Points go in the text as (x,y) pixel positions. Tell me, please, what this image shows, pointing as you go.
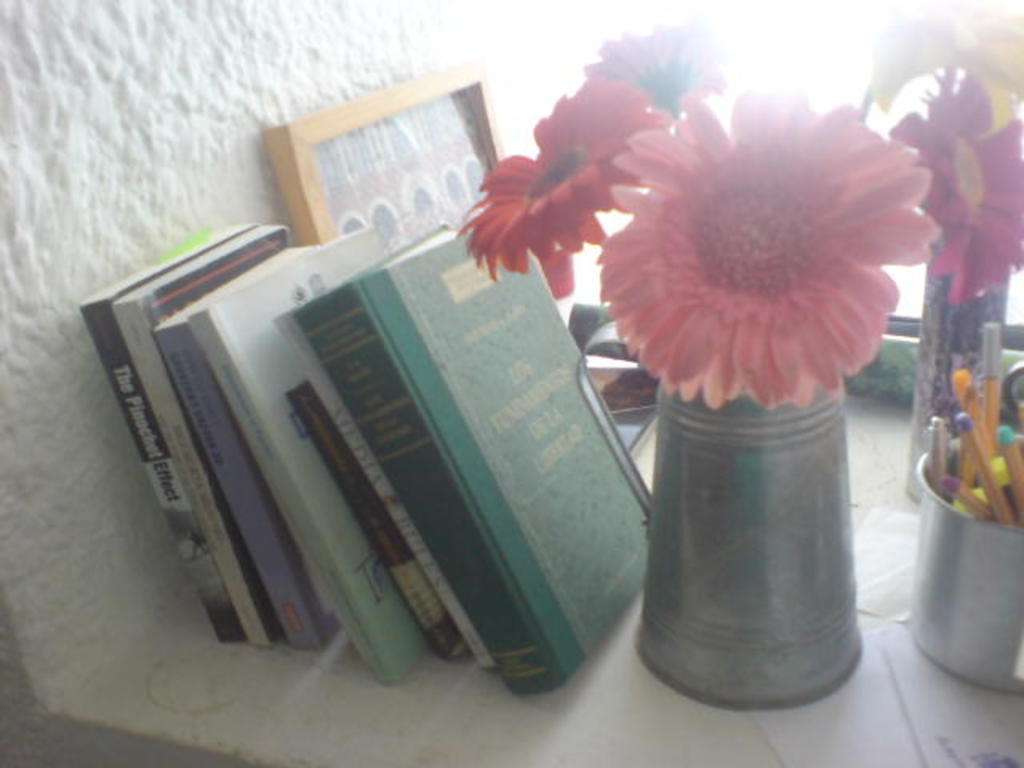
Here I can see few books (456,522), frame (407,200), flower vase (782,596) and a mug (951,608) are placed on the wall (548,712). In the mug (925,470), I can see few pens (992,469).
